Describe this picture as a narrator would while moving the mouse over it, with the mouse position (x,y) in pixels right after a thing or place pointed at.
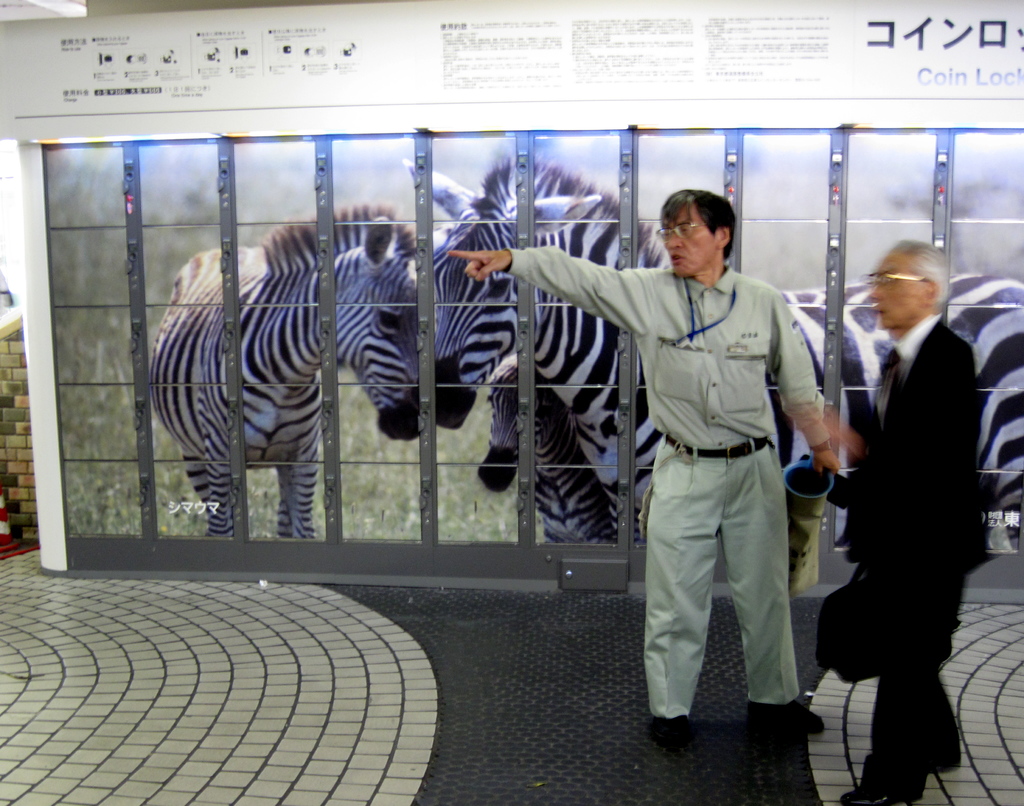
In the foreground of the image (931,453) there are two people (666,633) standing. In the background of the image (795,152) there is a poster (77,387) of zebras (282,243). At the bottom of the image (250,679) there is floor (341,695).
